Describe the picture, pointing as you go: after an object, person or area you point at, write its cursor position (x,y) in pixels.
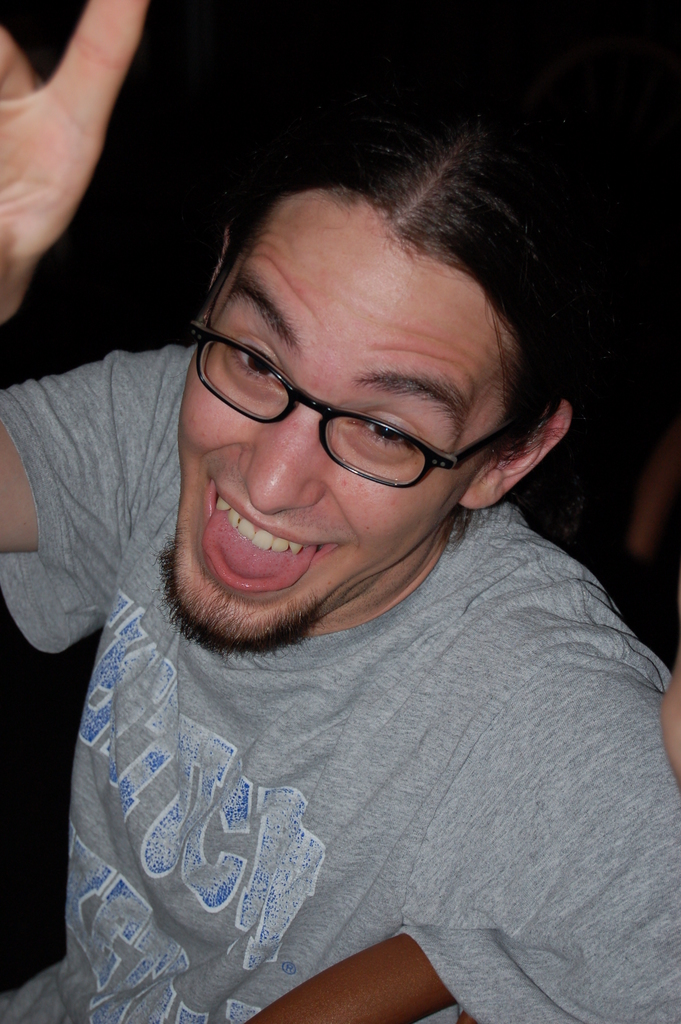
In this image I can see the person (184,416) with the ash color dress (228,736) and there is a black background (68,357).
